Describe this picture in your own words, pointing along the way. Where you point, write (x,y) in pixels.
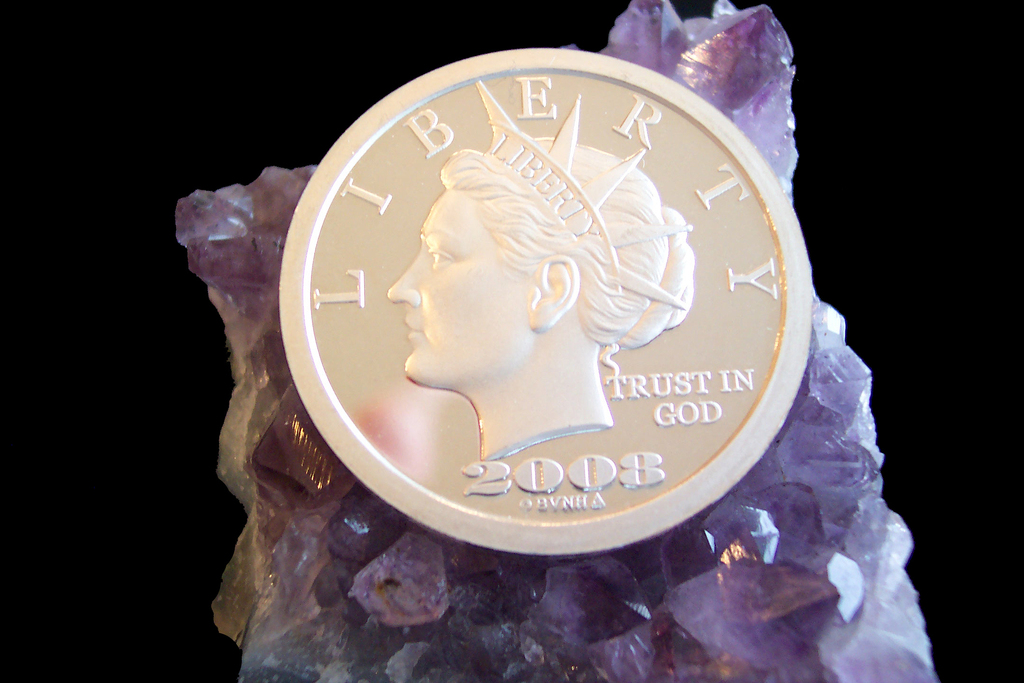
We can see coin (731,424) on the surface (638,623), on this coin (586,344) we can see woman face (419,327). Background (45,572) it is dark.
